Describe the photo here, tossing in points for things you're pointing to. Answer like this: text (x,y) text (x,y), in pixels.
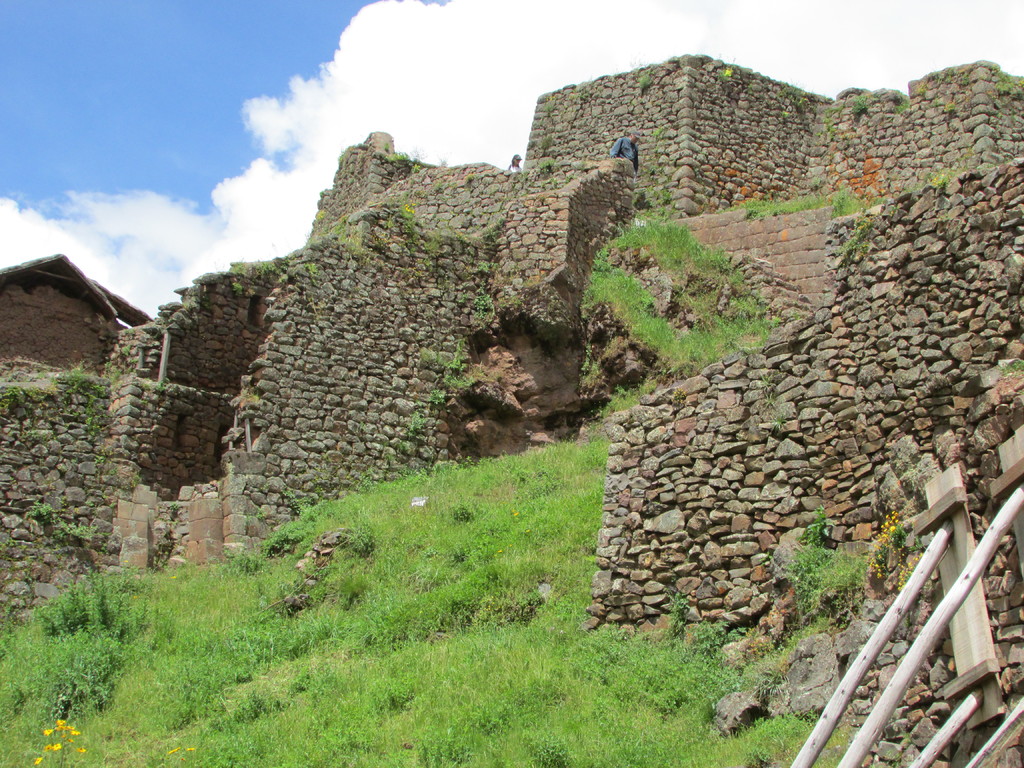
In the image we can see grass (378,603), wooden poles (886,629), stone wall (350,411) and a cloudy sky (217,133). We can see there are even two people (628,150) wearing clothes (616,147).
